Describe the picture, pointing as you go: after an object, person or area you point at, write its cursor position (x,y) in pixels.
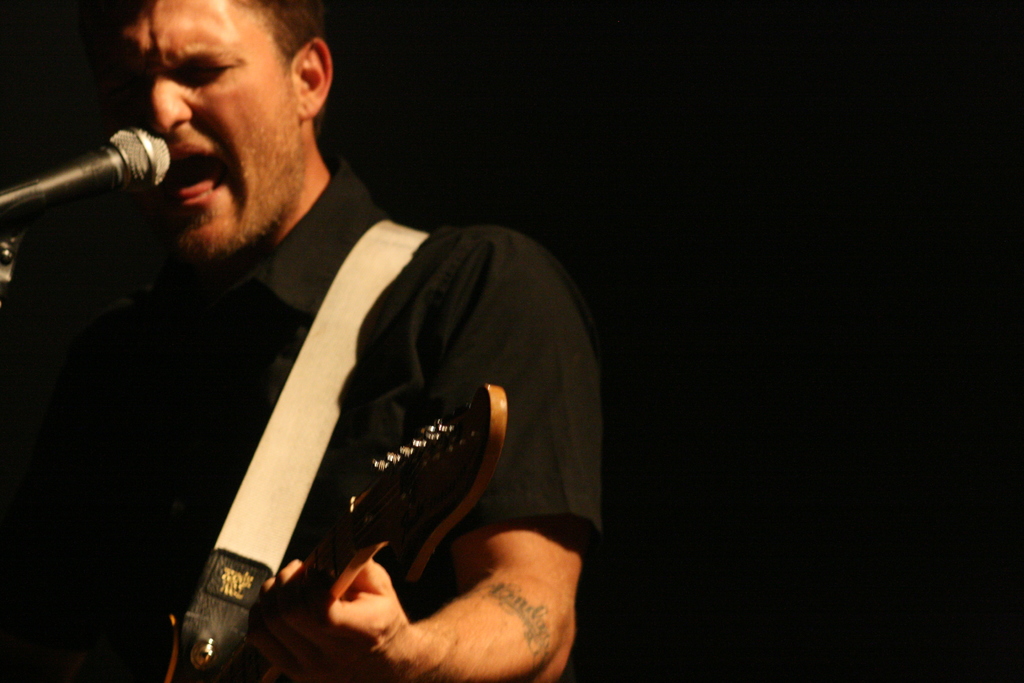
In this picture there is a man (372,409) standing in the front (269,431), singing and playing the guitar (347,537). Behind there is a dark background (486,166).
